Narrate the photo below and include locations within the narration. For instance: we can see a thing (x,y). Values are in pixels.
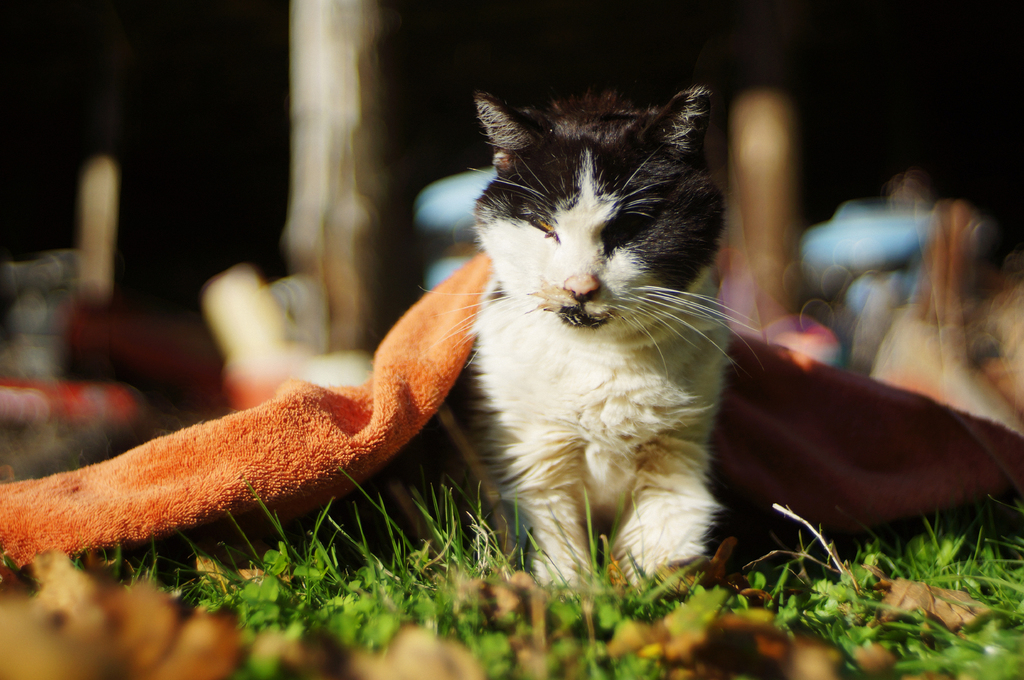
There is a cat (660,393) on the grass (598,602) and above the cat (672,411) there is an orange cloth (854,397) and the background (332,269) is blurry.
